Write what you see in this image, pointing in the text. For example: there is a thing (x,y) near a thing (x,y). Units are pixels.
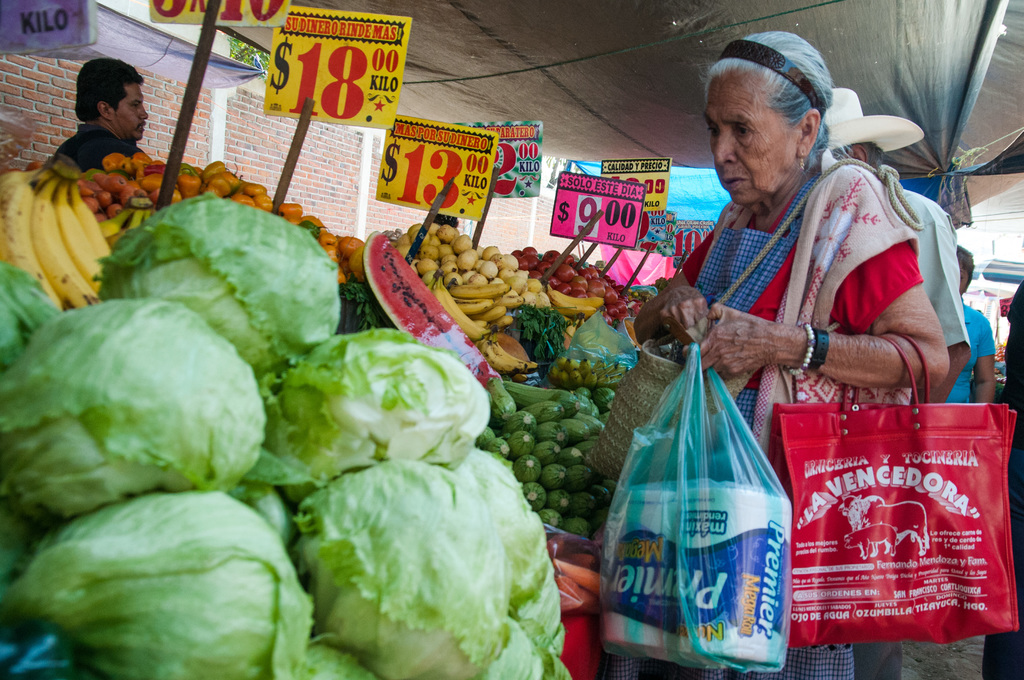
It looks like a market (428,351), there are vegetables (367,408) in this image. On the right side (824,257) a woman (813,378) is looking at this vegetables (597,501) by carrying the bags (920,407).
